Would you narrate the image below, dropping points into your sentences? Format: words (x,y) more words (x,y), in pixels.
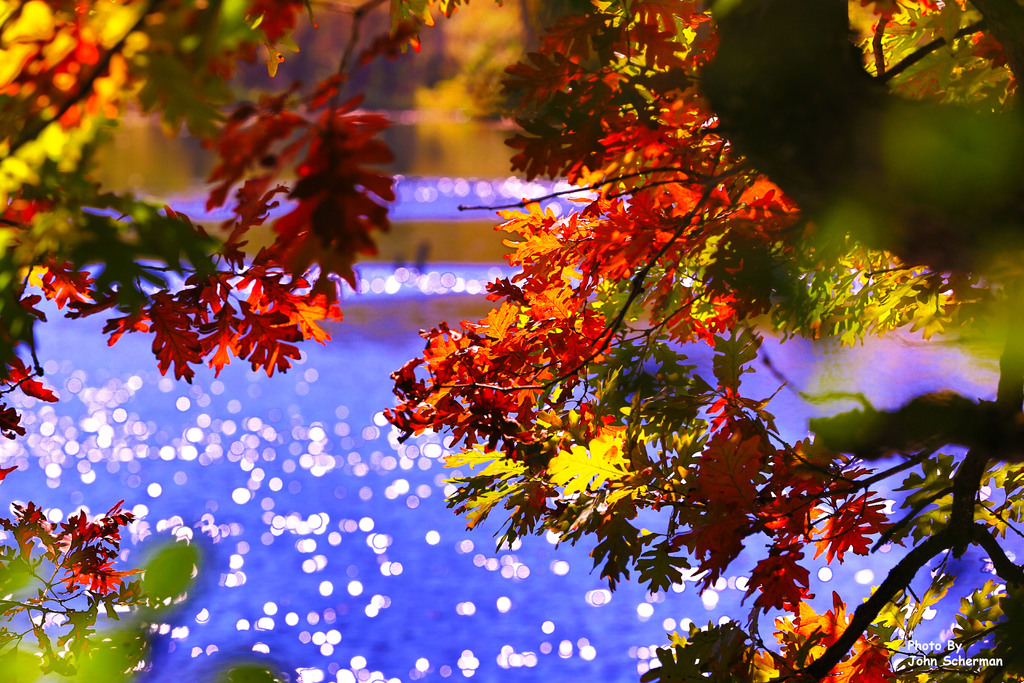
In this image, I can see oak trees (664,373) with oak leaves (215,298), which are red and yellow in color. This looks like a water (380,511). At the bottom right corner of the image (939,645), I can see the watermark (926,666).
